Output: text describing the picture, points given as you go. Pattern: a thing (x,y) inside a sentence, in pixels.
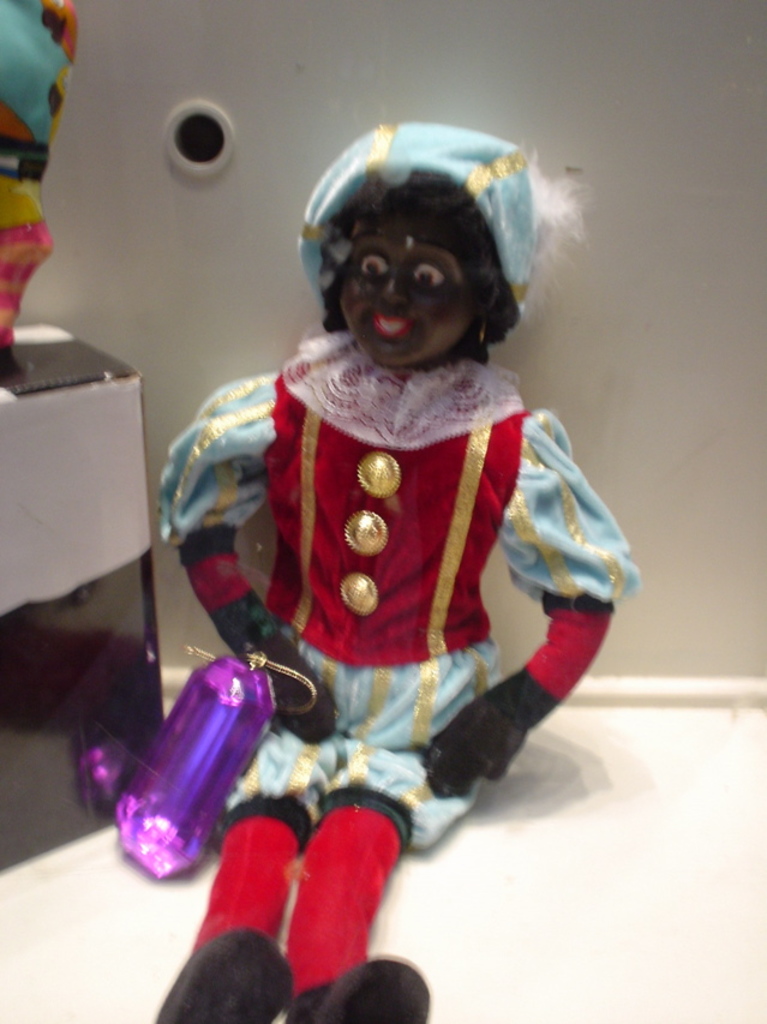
In this image we can see a toy (355,871) on the white color surface (748,857). We can see some objects (7,294) on the left side of the image (48,674). In the background (184,224), we can see the wall (612,409).
